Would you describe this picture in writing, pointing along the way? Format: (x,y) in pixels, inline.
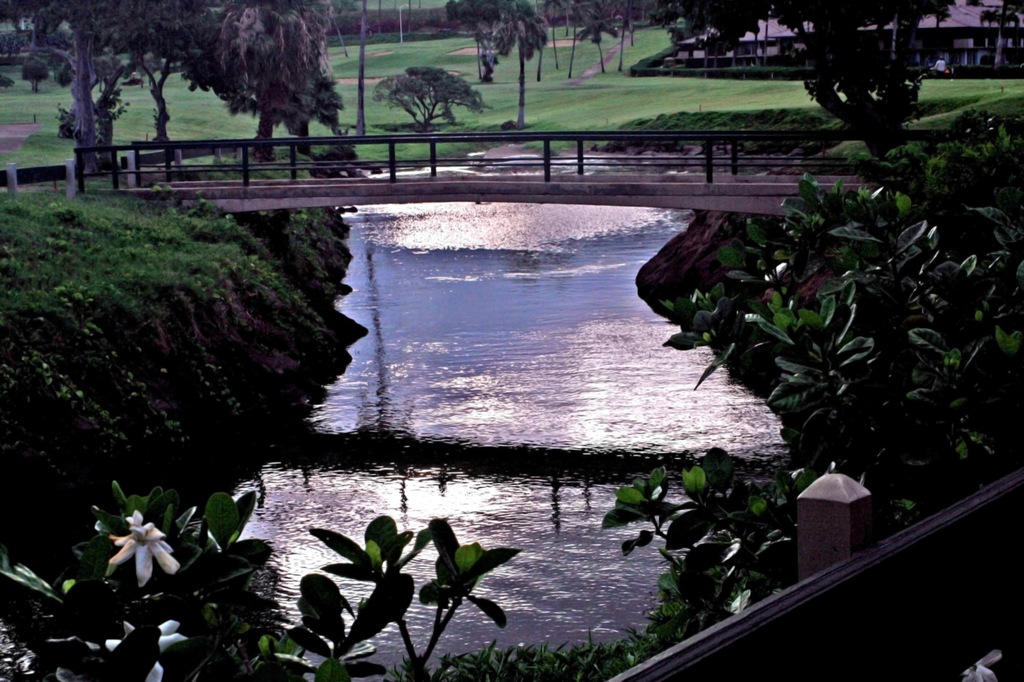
In this image we can see water (522,249). Also there is a bridge (445,193) with railings (546,162). On the ground (490,86) there is grass (630,49). Also there are trees (229,49). In the background (786,53) there is a building (779,32).
